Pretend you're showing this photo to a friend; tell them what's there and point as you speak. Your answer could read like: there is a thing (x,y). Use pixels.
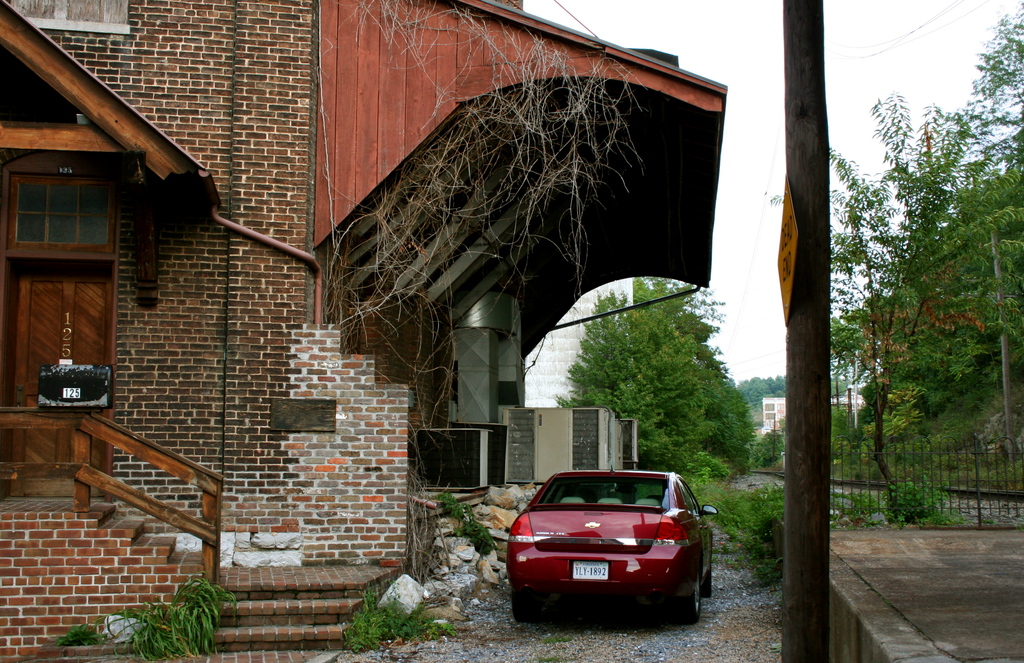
In this image I can see the ground (576,645), a pole (819,39) with a board (789,222) to it, the railing (877,526), few trees (1019,327), a car (630,492) which is red in color and a building (259,288) which is made up of bricks (189,272) which is brown and black in color. In the background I can see the sky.
